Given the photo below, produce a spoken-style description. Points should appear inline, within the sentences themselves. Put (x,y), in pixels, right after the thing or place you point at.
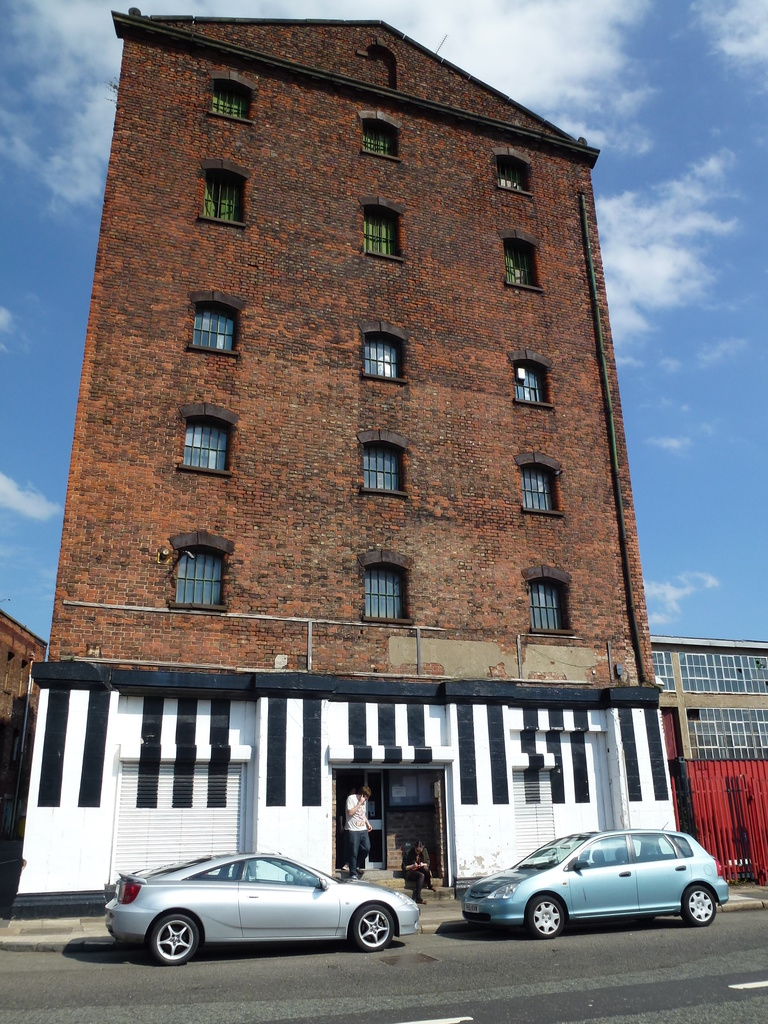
In the image there are two cars (532,930) on the road (381,977) in front of building (539,401) with windows (381,574) on it and a person (366,840) standing at the entrance (378,784) of the building (386,844) and other person (413,881) sitting on the steps (401,885) and above its sky (659,295) with clouds (568,93).
